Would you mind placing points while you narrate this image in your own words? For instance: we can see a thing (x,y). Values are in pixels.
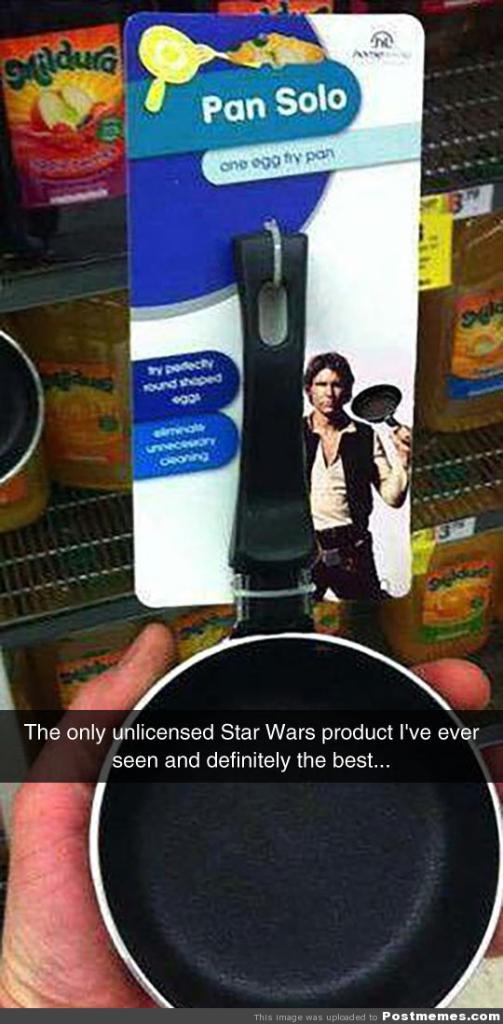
In this image we can see a person (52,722) holding a pan (240,669), there is a card (152,98) with a person's image (364,459) and some text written on it is tied to that pan (354,785), and there are some food packets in the racks (10,249).
